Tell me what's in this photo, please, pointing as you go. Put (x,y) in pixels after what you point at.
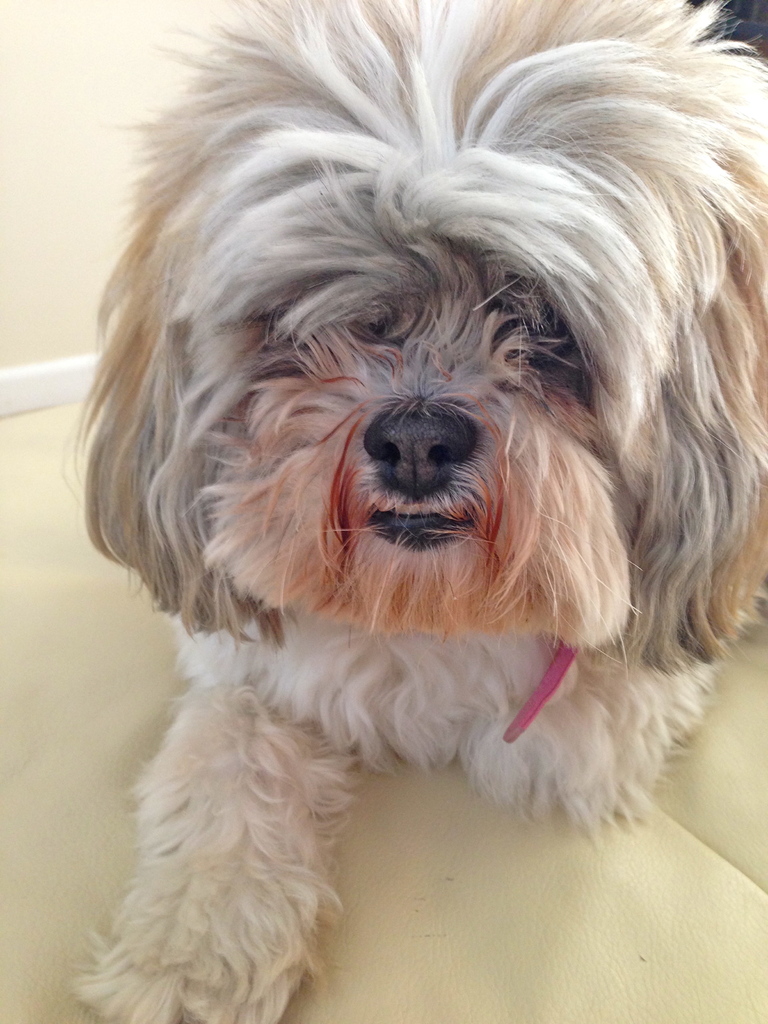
In this image I can see a cream color thing (437,802) and on it I can see a white color dog (340,657).
